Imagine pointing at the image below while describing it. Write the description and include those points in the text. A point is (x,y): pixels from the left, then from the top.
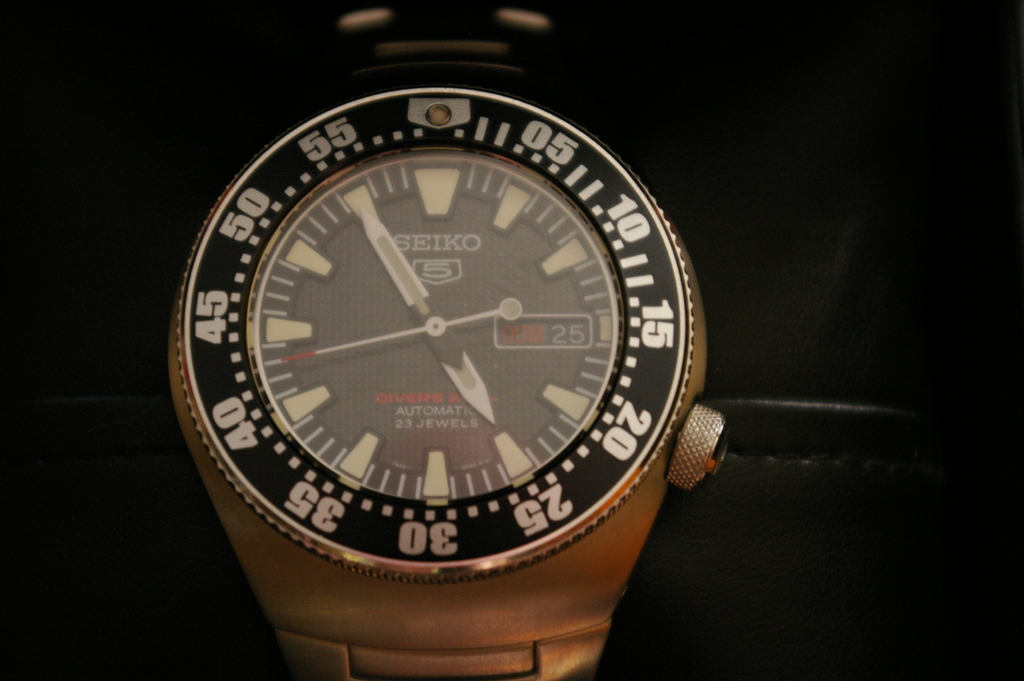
This looks like a wrist watch (627,302). This is the dial (523,219) with numbers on it. I can see the minutes (415,286), hours (464,373) and seconds hands (439,326). This is the crown (686,456) attached to the watch (659,476). The background (75,484) looks dark.
